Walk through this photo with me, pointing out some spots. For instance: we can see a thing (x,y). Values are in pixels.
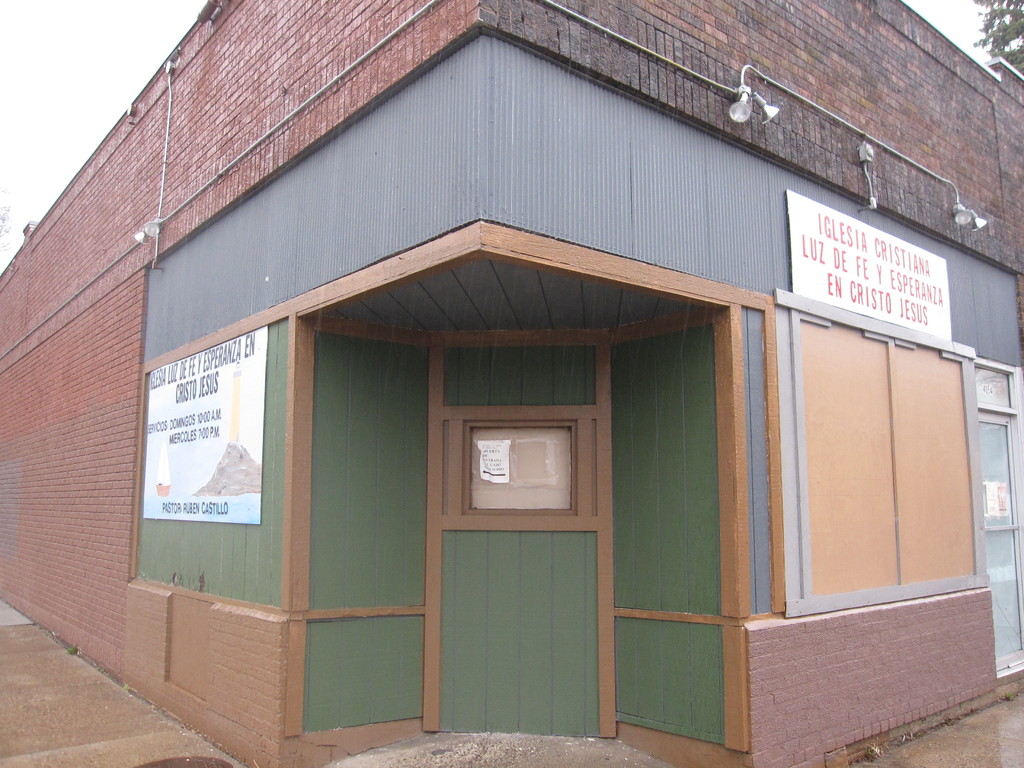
In this picture there is a building (498,87). On the bottom (489,603) we can see a door (509,645). On the right (910,294) there is a board (924,332) which is near to the window (844,364). On the top right corner (1016,58) there is a tree (981,46). On the top left corner (97,60) we can see sky (103,56) and clouds (103,56). Here we can see poster (218,488).
